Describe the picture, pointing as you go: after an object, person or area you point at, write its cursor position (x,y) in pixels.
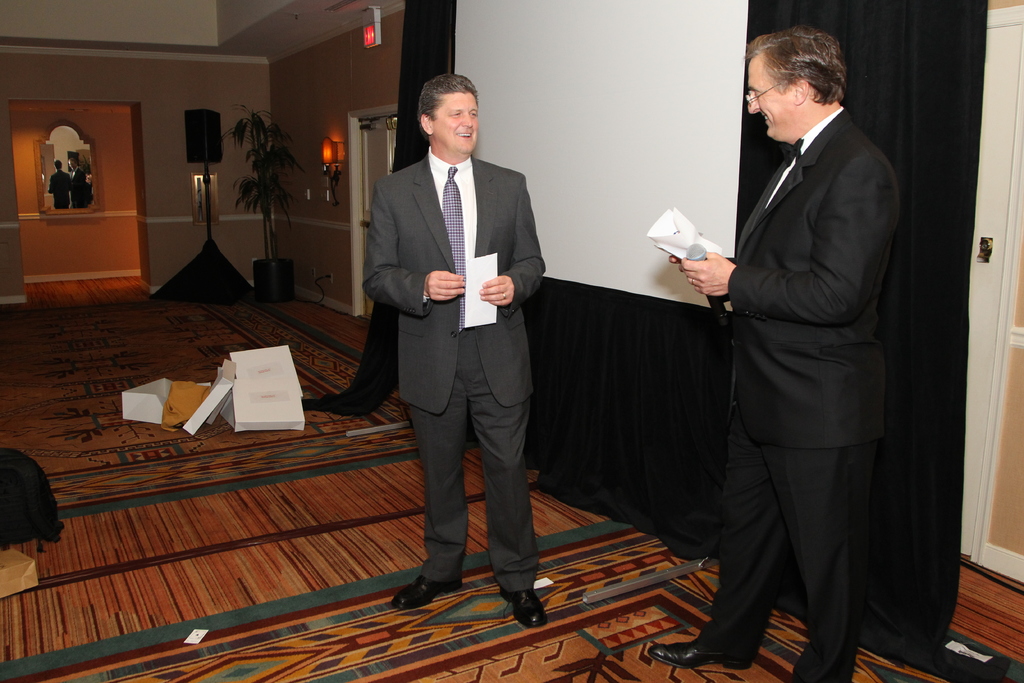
This is an inside view. On the right side (786,322) two men (780,316) are wearing suits (488,365), holding some papers (695,242) in the hands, standing and smiling by looking at each other. At the back of these people (507,273) there is a wall (92,132) also I can see black color curtains (893,67). In the background (265,156) there is a metal stand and a house plant (267,250) are placed on the floor (203,307) and also I can see few boxes (205,402) and a bag (17,522). On the left side (73,159) there is a mirror (79,174) attached to the wall (116,151).
